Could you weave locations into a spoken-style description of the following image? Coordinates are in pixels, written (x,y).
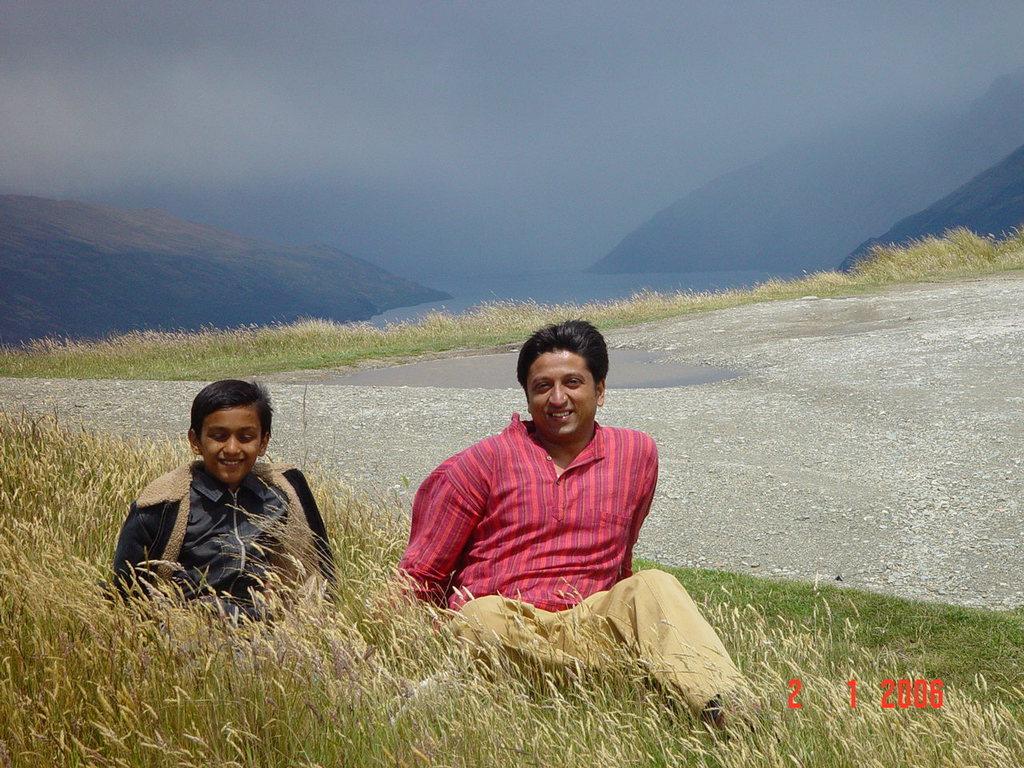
In this picture we can see a man (496,566) and a boy (253,389) sitting on the grass (258,734) and smiling and at the back of him we can see the ground (340,364), mountains (964,124), sky (141,197).
